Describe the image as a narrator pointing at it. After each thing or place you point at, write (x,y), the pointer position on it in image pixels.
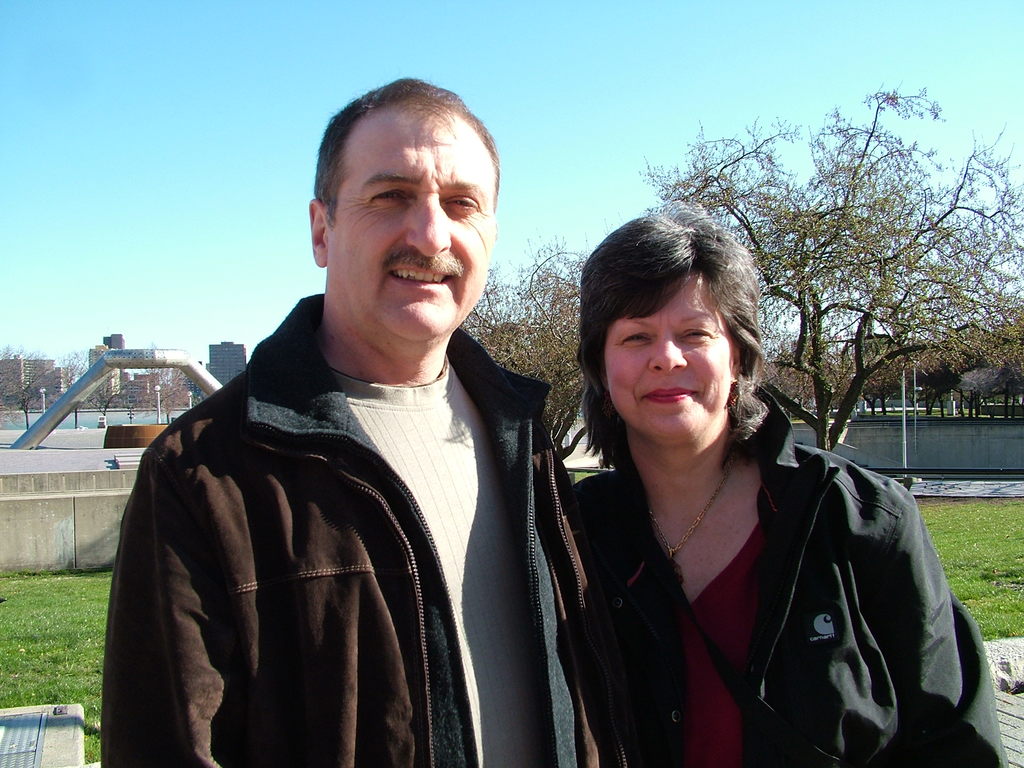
In this image there is a man (348,560) and a woman (740,662) standing. They are smiling. Behind them there's grass (960,518) on the ground (52,605). In the background (169,399) there are buildings (91,365), trees (876,345) and poles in the image. At the top (465,58) there is the sky (599,58).
